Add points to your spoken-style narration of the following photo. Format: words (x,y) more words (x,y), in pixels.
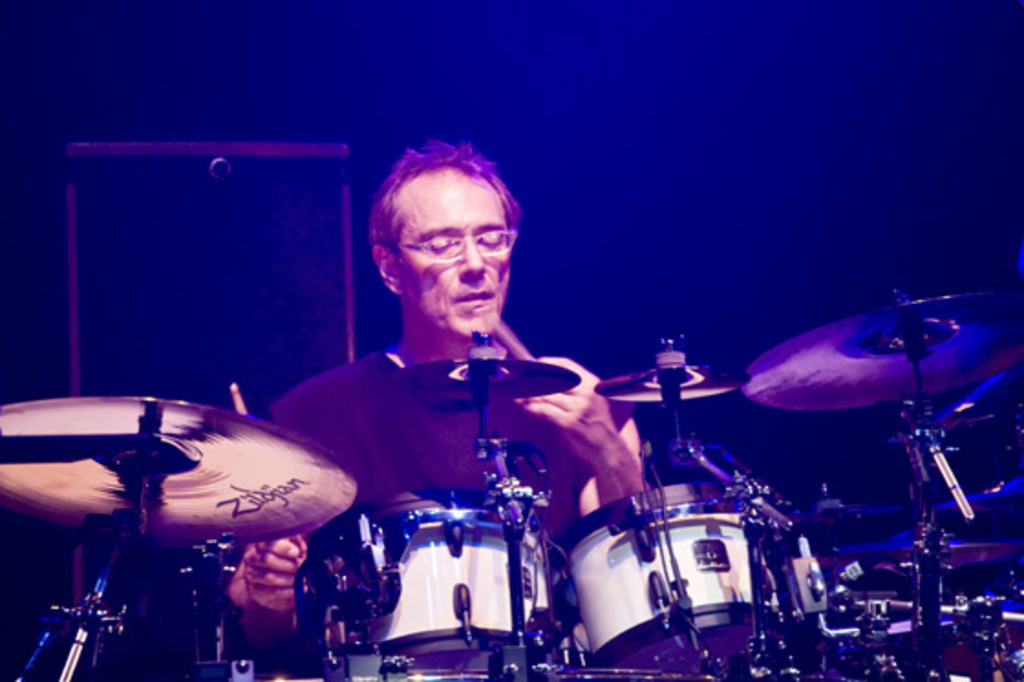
In this image we can see a man (430,285) is sitting and playing drums (586,536). Behind rectangular shape things (178,237) is there.
